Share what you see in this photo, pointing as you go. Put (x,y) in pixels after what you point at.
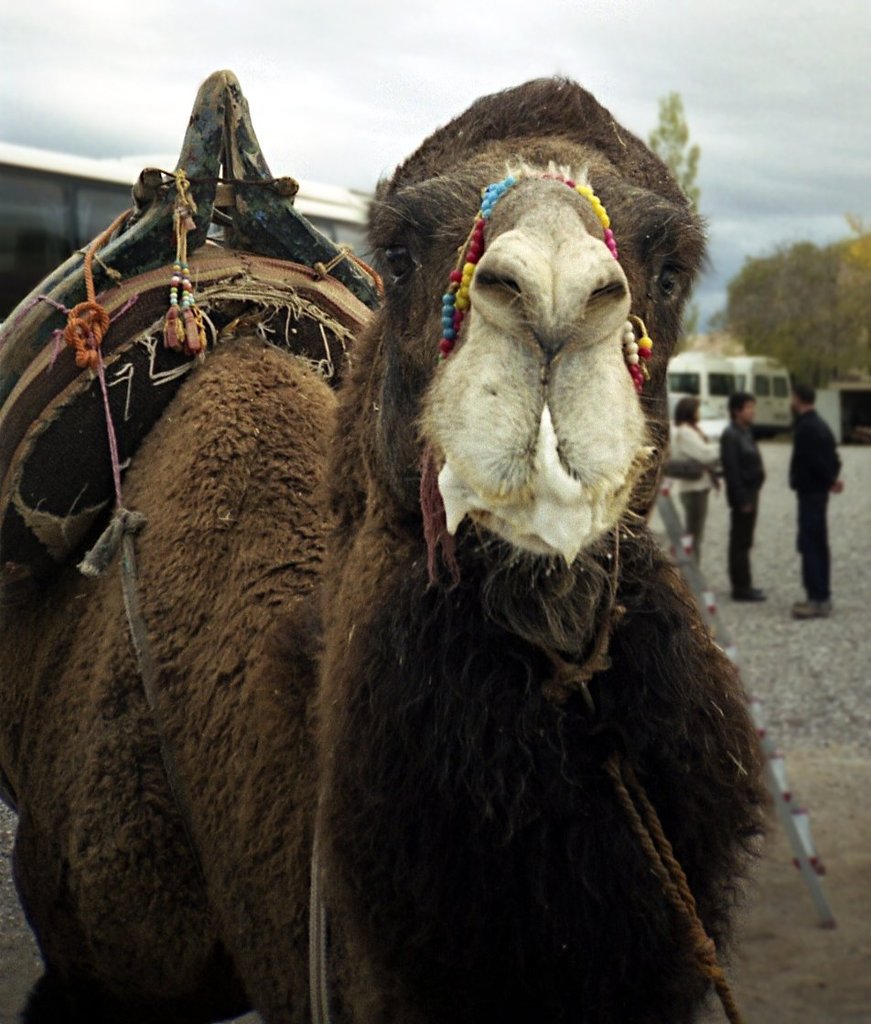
We can see a camel (296,477) and there are people (695,437) standing. In the background (794,306) we can see vehicles (774,398), trees (812,383) and sky (773,78) with clouds (816,74).
